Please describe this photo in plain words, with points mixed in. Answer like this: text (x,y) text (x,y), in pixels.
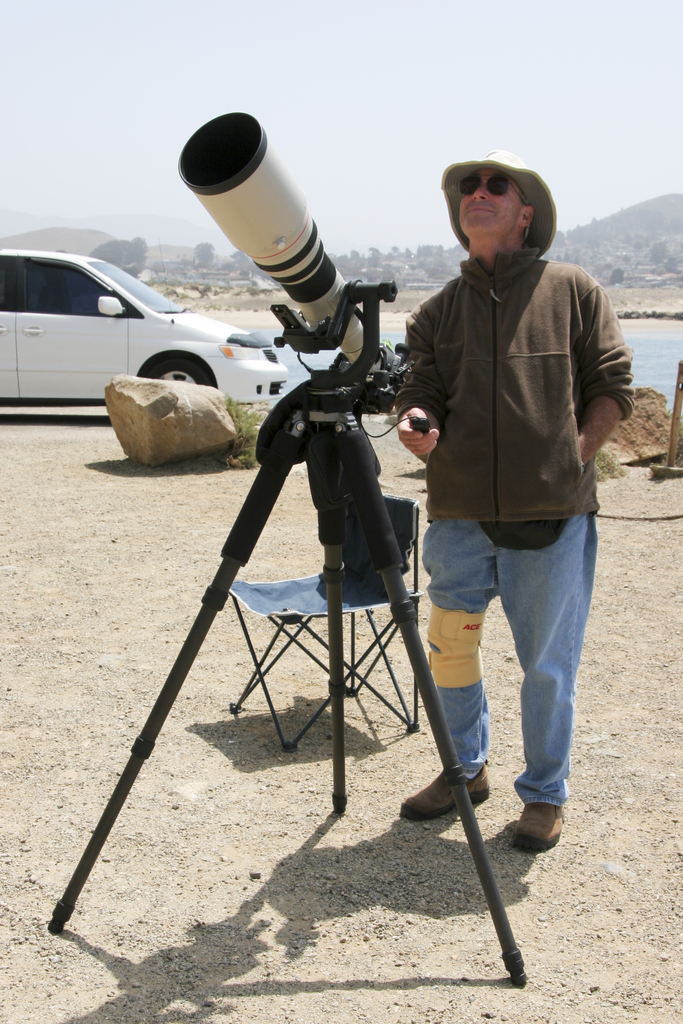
In this image, we can see a man (496,519) standing, we can see the telescope (296,229) with the stand (344,478), there is a chair (327,615), we can see a white car (166,330) and a rock (168,430), on the right side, we can see water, there is a mountain (650,225) and we can see the sky (383,92) at the top (160,52).
